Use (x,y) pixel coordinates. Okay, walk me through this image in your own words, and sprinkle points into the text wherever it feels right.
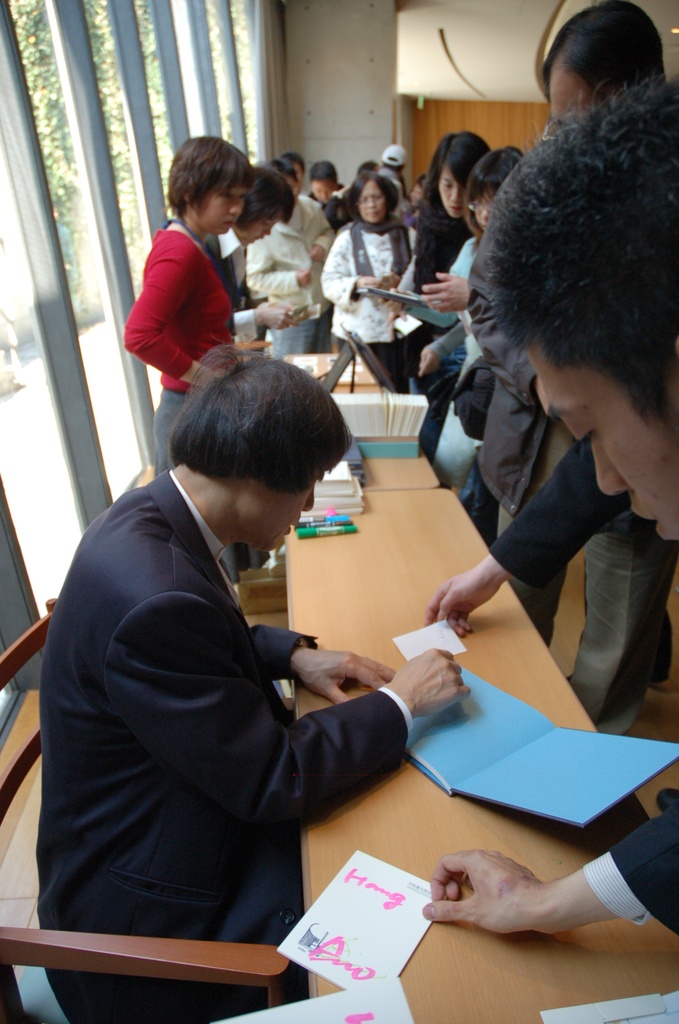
In the image we can see there are people (78,569) sitting and others (624,544) are standing. On the table (457,799) there papers (410,652), sketches (344,532) and book (341,479).
